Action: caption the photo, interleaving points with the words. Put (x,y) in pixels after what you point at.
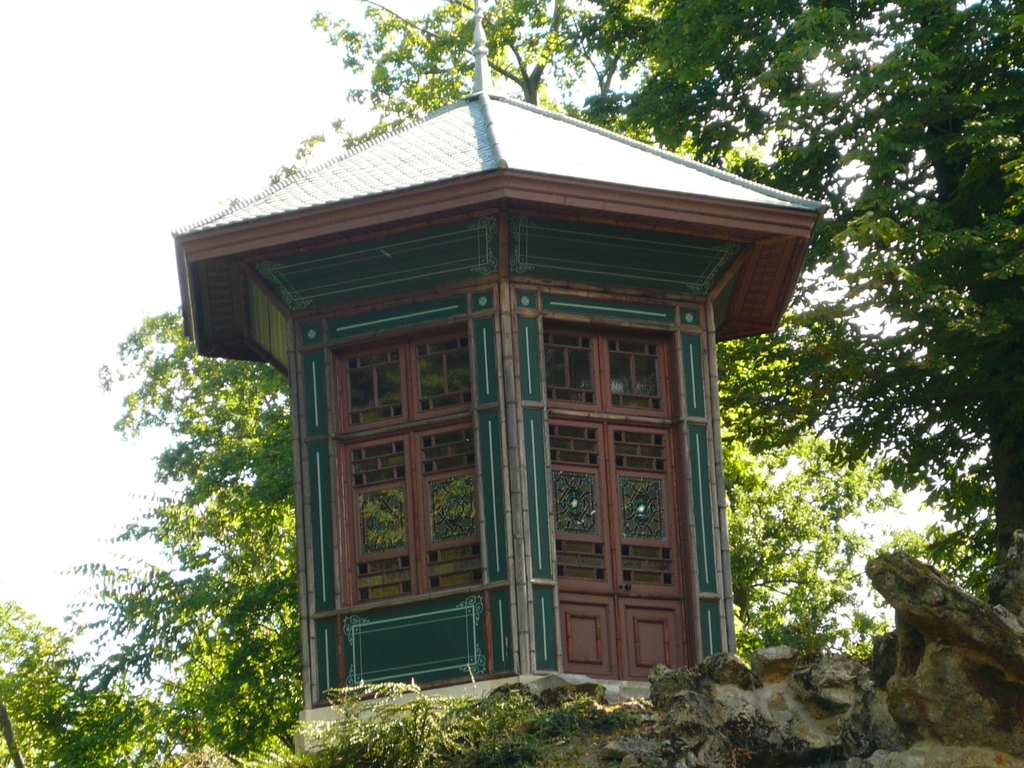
Here we can see shed (353,253). Background (116,740) there are trees (167,716).
